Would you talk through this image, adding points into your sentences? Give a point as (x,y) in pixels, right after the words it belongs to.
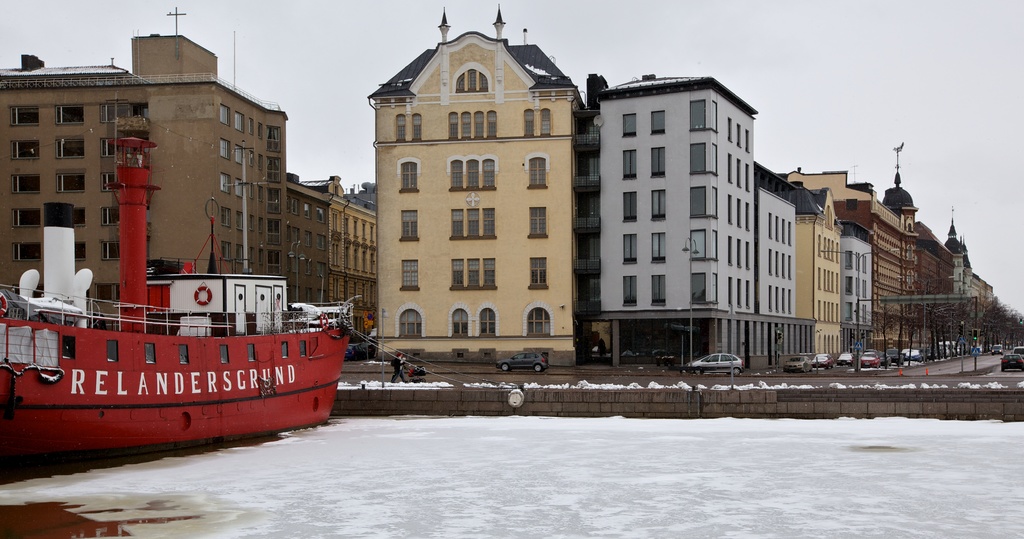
This picture shows few buildings (672,198) and we see a ship (301,406) in the water (323,455) and we see few cars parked and trees (991,331) and a man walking on the sidewalk (628,376) and we see snow (483,536) and a cloudy Sky (733,76).
